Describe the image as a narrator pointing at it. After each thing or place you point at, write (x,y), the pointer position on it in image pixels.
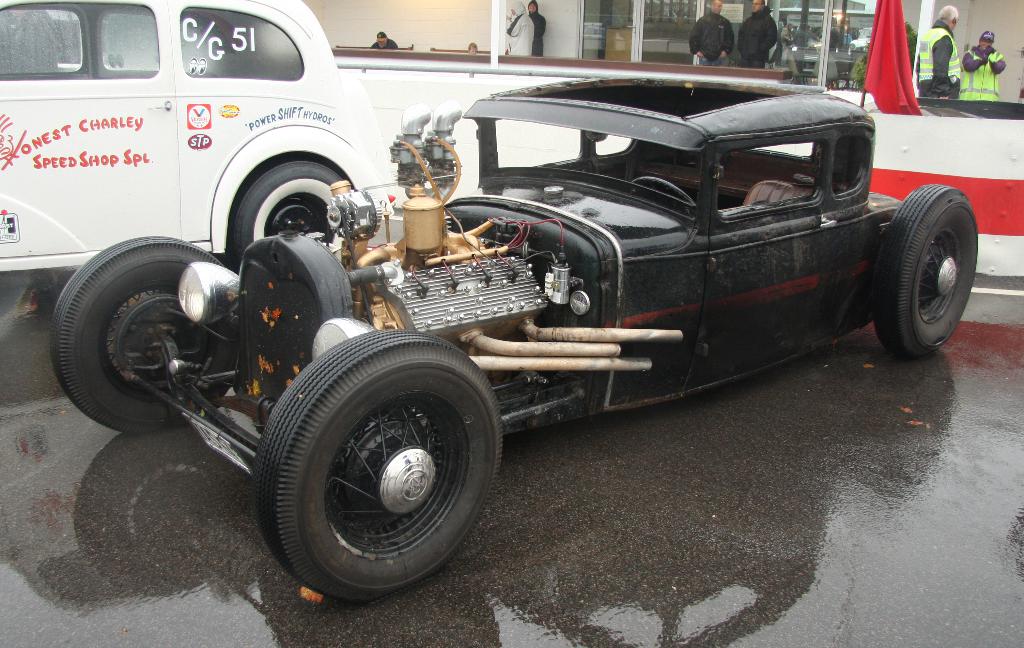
In this image we can see vehicles (267,152). In the background of the image (449,57) there are persons (513,26), wall (501,38), flag (879,14) and other objects (454,49). At the bottom of the image (659,500) there is the floor (755,530).
